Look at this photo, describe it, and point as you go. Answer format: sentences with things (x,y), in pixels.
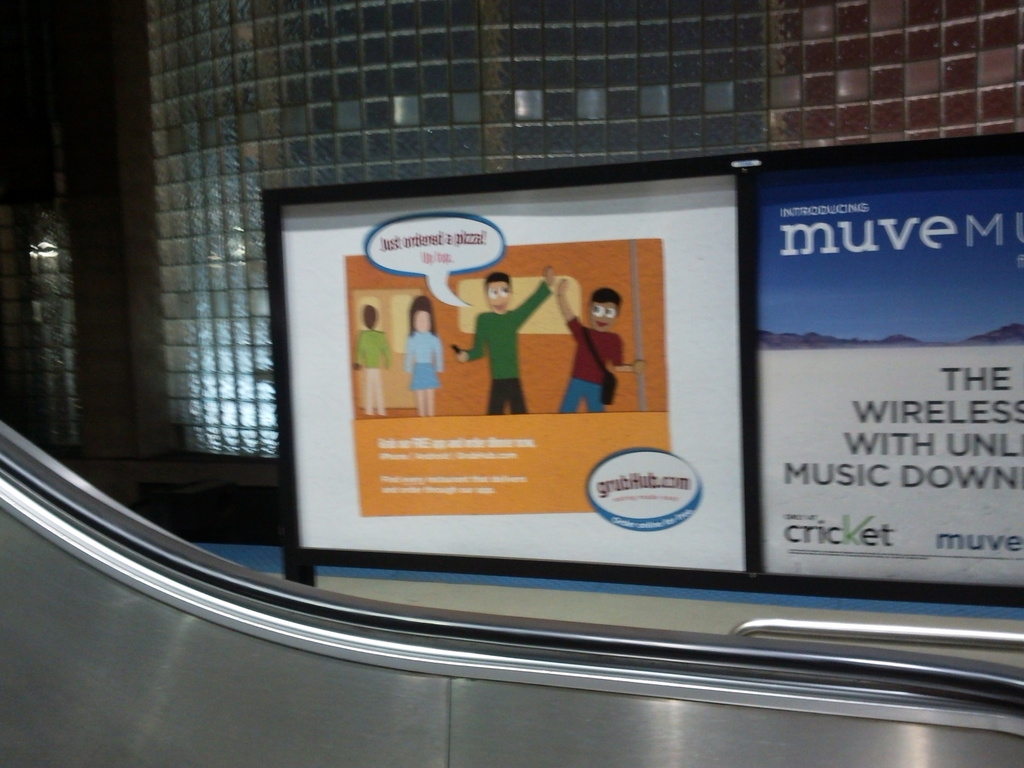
This picture shows an inner view of a building (197,205) and we see a advertisement board (702,172) and we see an escalator (660,762).
